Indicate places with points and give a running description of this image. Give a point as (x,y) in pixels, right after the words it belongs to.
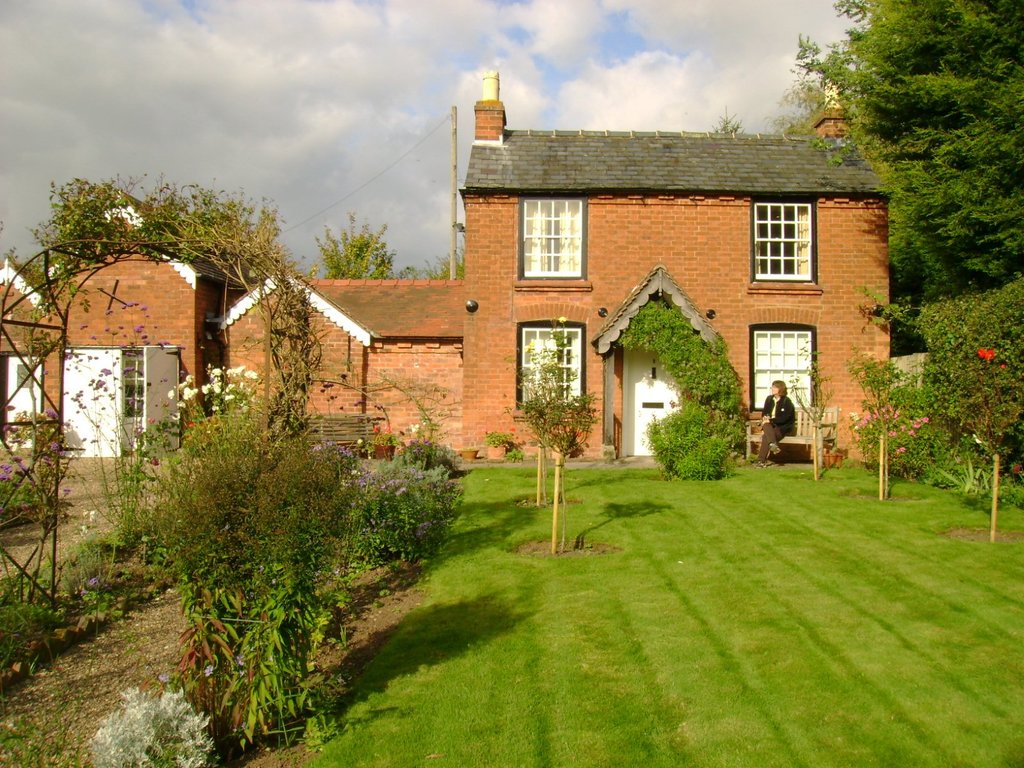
In this image there is a big building (750,385), in front of that there is a bench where a lady (764,466) is sitting, also there is grass (767,478), plants (321,722), trees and clouds (822,46) in the sky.
